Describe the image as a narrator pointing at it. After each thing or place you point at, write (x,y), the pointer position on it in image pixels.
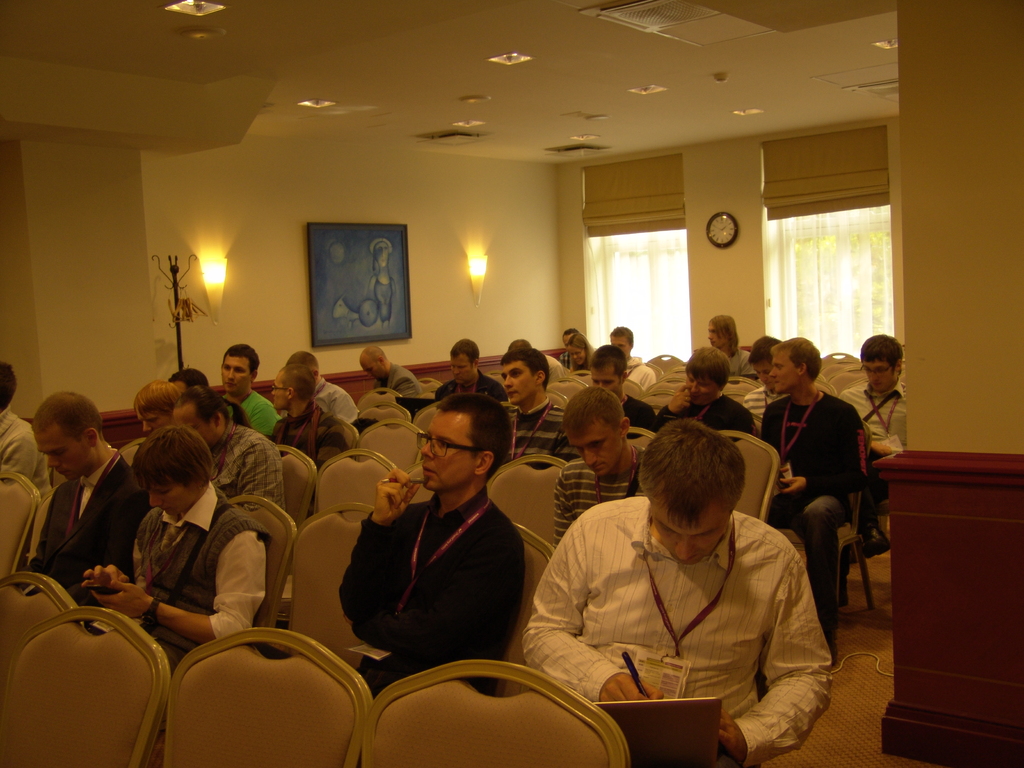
In this picture we can see a group of people (90,581) sitting on chairs (300,496) where some of them wear id cards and holding pens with their hands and in the background (718,246) we can see the lights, clock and a frame (328,279) on the wall (557,239).
